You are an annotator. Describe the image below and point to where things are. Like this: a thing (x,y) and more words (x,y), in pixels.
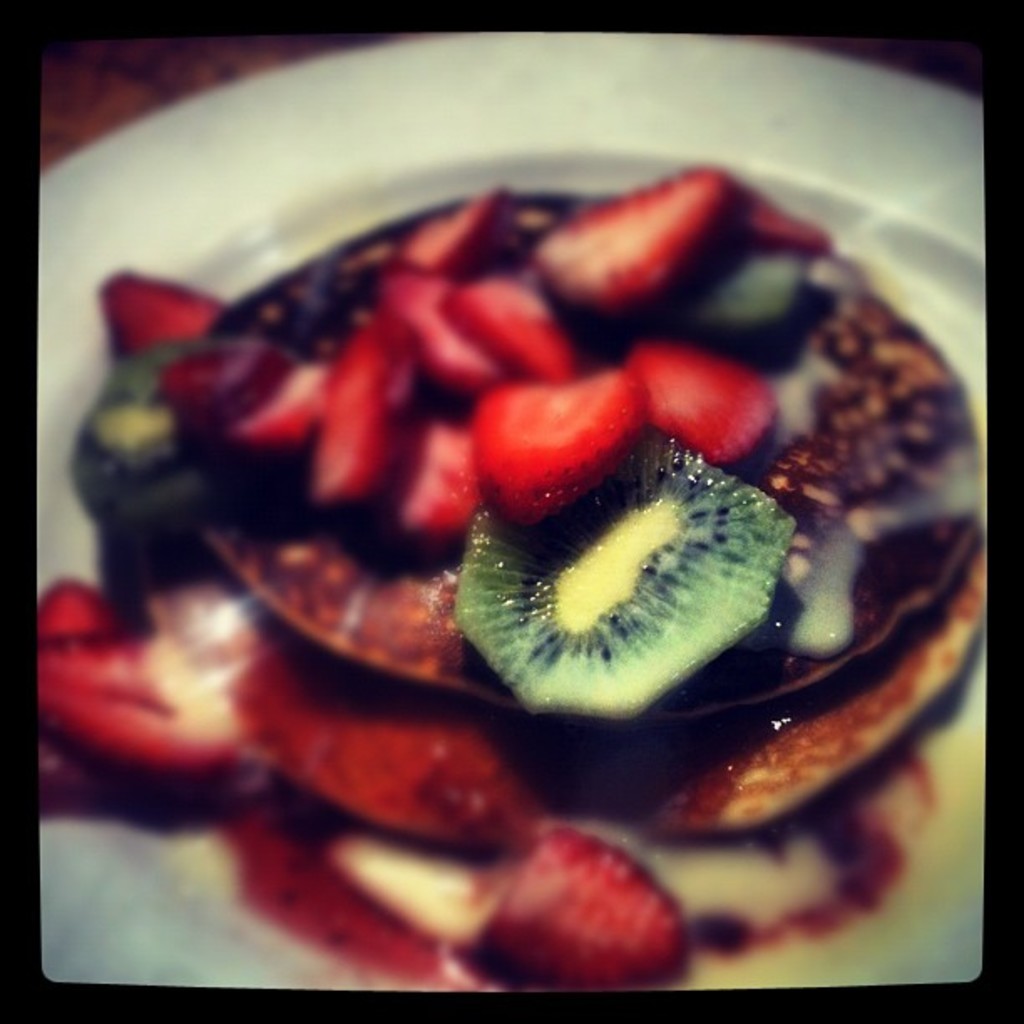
In this picture we can see a few strawberries (376,396) and other food items (269,312) in a plate (67,191).
